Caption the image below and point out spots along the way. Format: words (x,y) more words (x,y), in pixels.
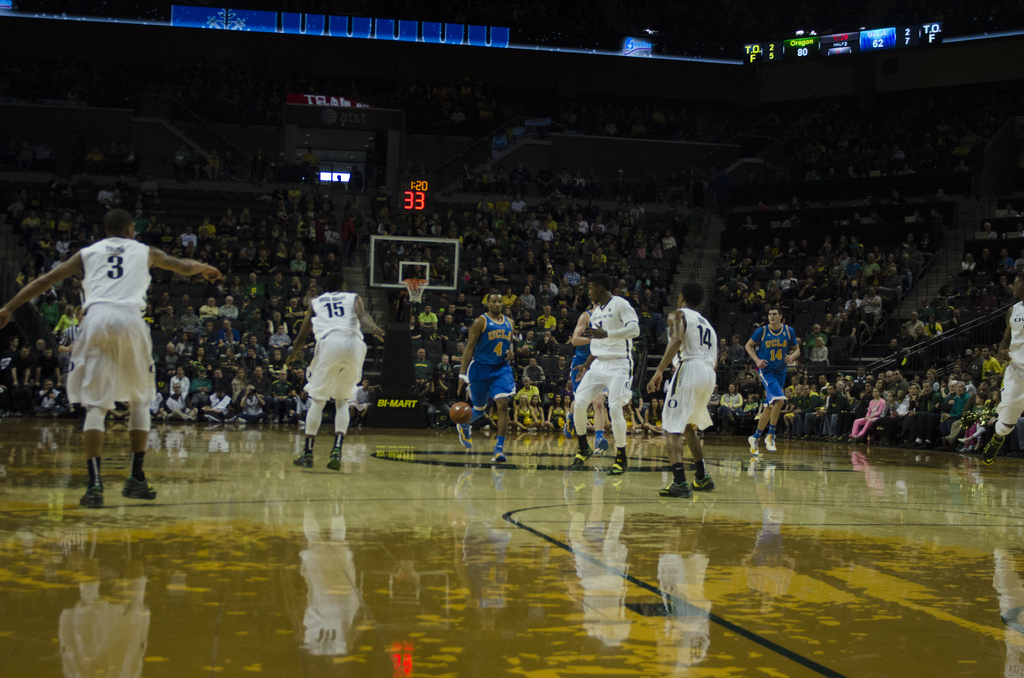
In this picture we can see people (141,323) playing a game. We can see a ball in the air. In the background (621,223) we can see a digital board (410,198) and audience (505,203). In the top right corner of the picture (871,51) we can see a score board (875,36). On the floor (872,457) we can see the reflections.
